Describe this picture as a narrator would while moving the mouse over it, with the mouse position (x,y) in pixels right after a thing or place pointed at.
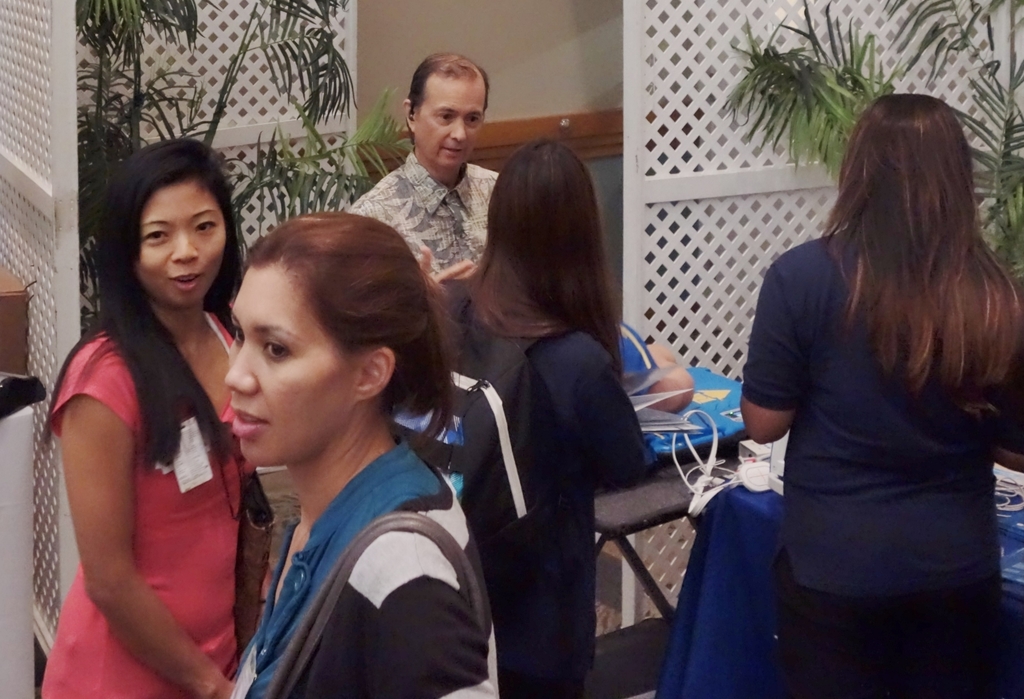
In front of the image there are a few people (303,683) standing. In front of them there are tables (763,569). On top of it there are some objects (689,453). There are plants (1009,125). In the background of the image (605,138) there is a wall (394,45).
